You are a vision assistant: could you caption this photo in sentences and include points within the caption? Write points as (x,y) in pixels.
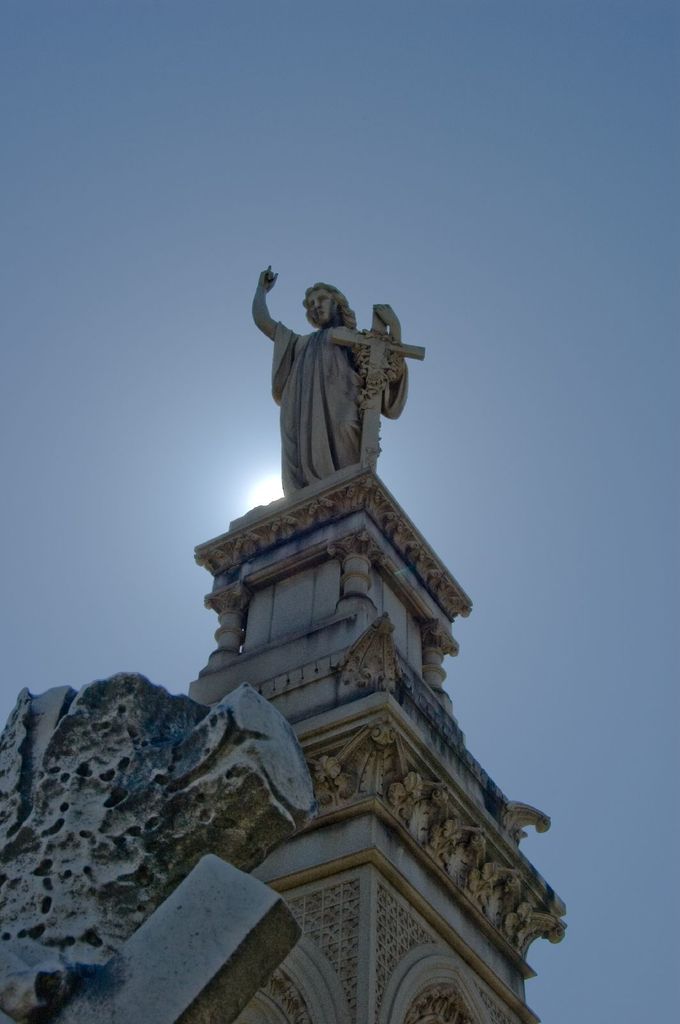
In this image I can see a statue (295,474) which is in white and cream color. The sky (366,152) is in blue and white color.
